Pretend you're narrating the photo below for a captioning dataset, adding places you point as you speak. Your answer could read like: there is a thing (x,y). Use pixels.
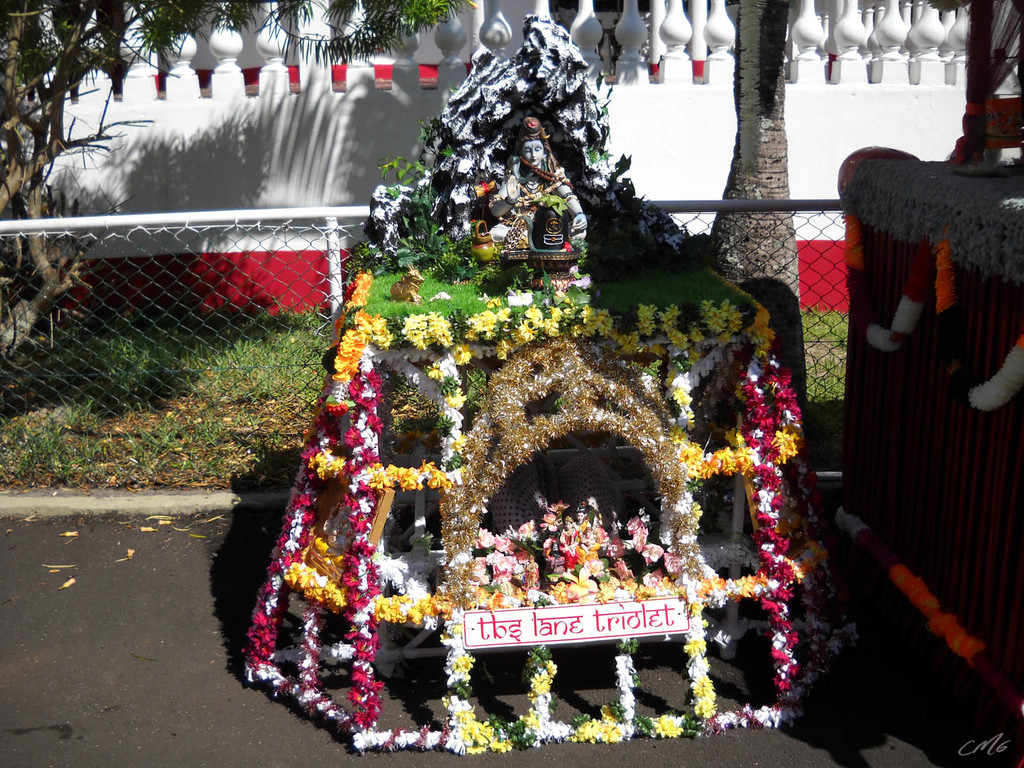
In this picture there is a small temple (488,337) placed on the road (259,545). Behind we can see a fencing grill (189,400). In the background (325,60) there is a white color wall (146,172).
